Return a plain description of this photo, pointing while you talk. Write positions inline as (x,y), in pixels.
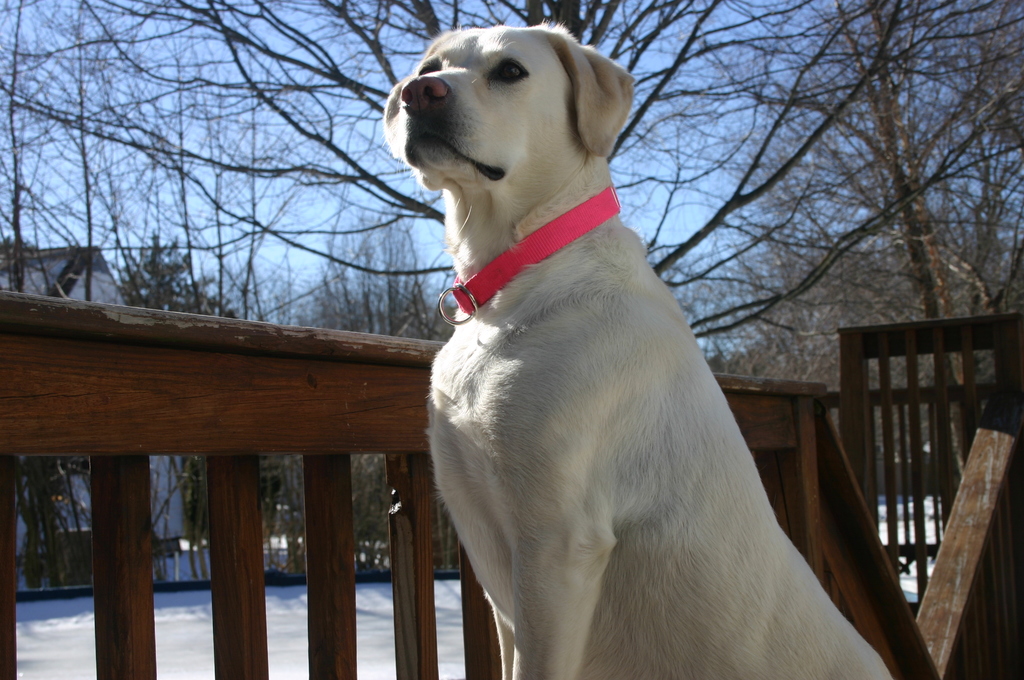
In this picture I can see there dog (649,624) and it has a pink belt (556,229) in its neck (547,262) and it has white fur (530,124) and in the backdrop (114,293) I can see there is a building (104,279) and there are trees (147,289).
